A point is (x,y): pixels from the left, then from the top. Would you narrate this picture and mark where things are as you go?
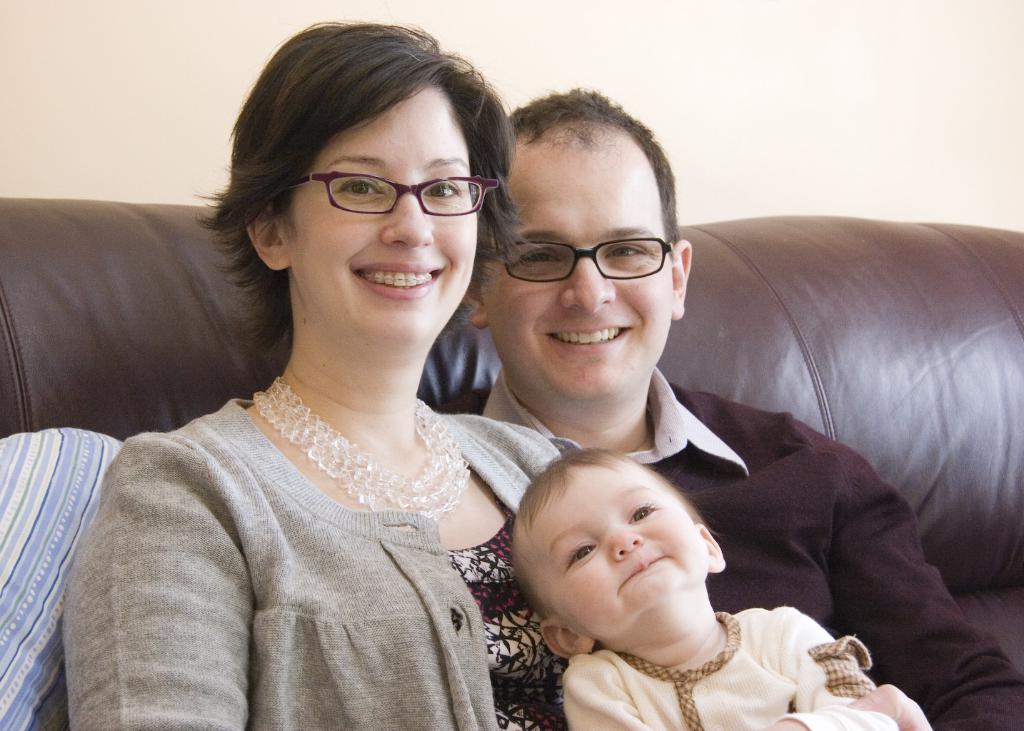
In this picture we can see a man (660,383), woman (511,431) and a kid (665,626), they both are smiling and they wore spectacles (341,176), and they are seated on the sofa (989,509).
